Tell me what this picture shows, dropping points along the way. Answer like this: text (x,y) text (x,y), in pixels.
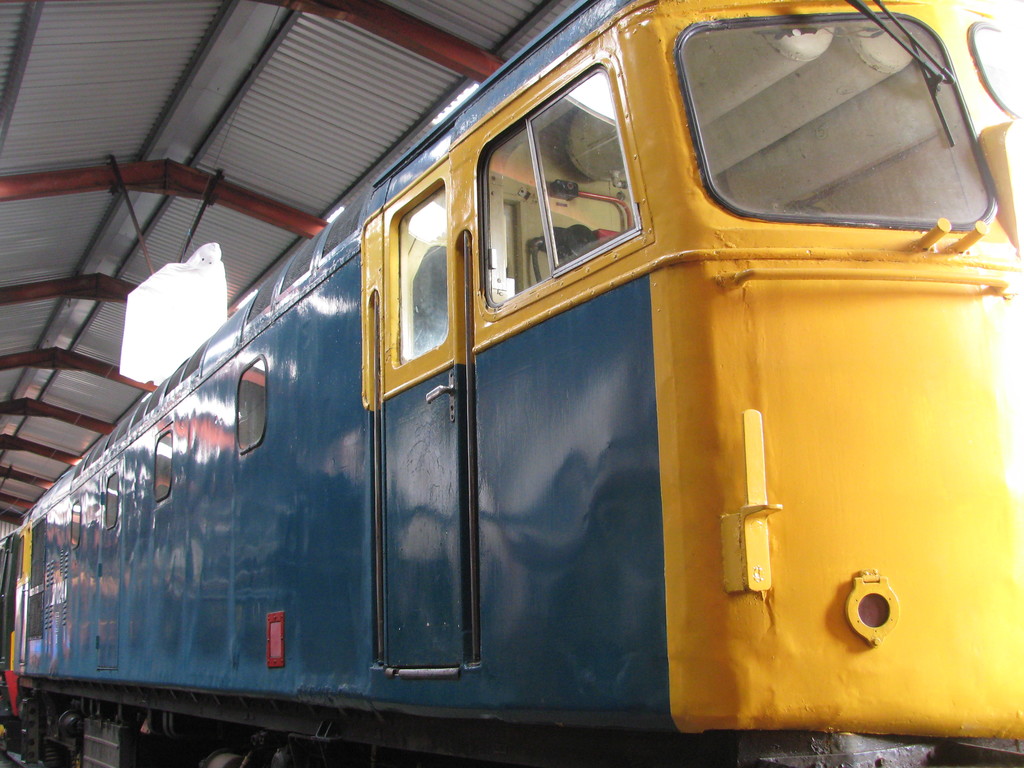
In this image I can see a yellow and a blue train (532,557). There is a light (170,343) at the top (193,246) and a tin roof (5,456).
